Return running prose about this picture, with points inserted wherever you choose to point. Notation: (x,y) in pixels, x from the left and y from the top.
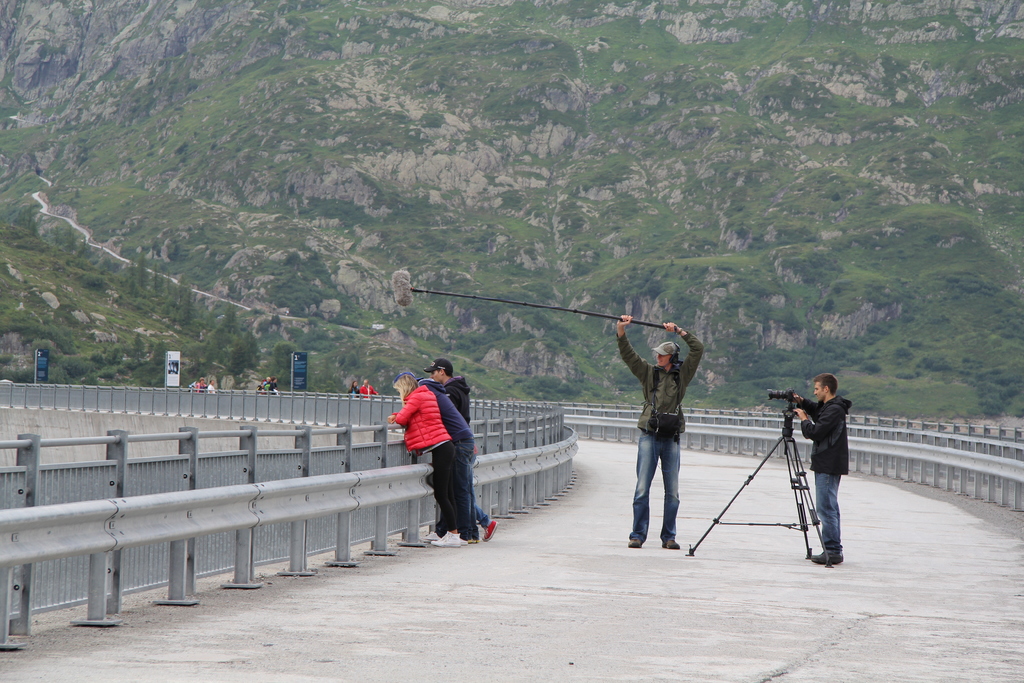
In this picture we can see some people (409,443) standing, on the right side (791,418) we can see a camera (793,401) and a tripod (784,435), a person (658,395) in the middle (658,399) is holding something, in the background (431,142) there is a hill (490,146), we can see grass (579,57) and plants (950,295), on the left side (40,364) there are three boards (44,351).
